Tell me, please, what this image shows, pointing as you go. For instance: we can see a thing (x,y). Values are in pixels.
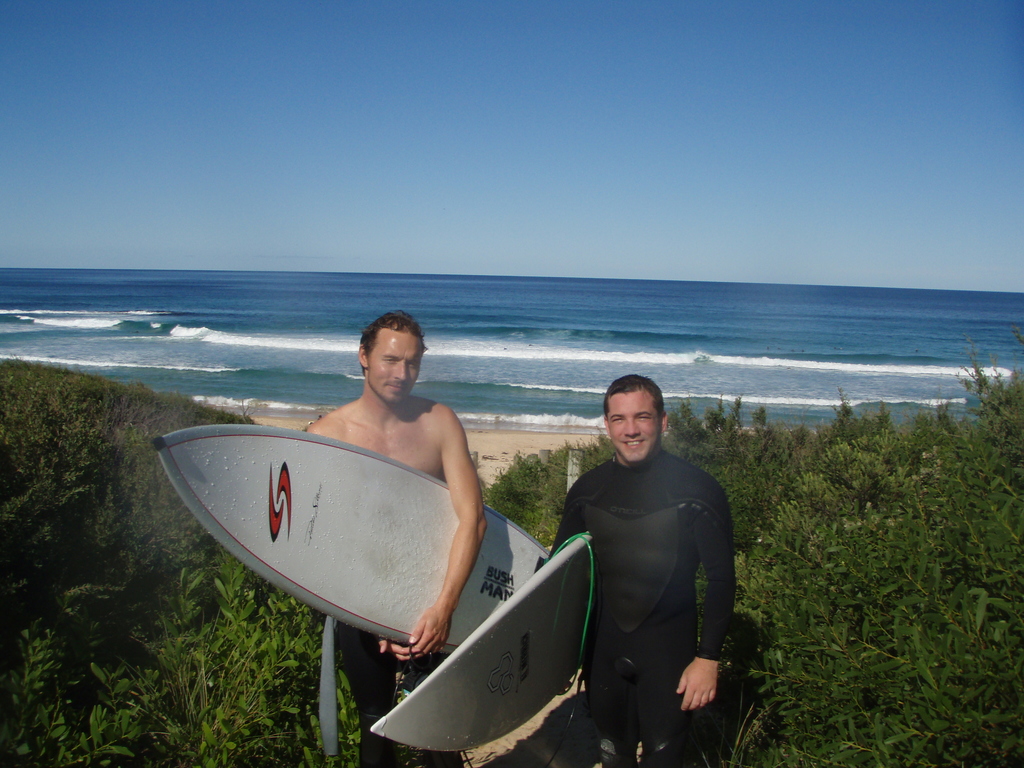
In the image we can see there are lot of greenery (841,558) and on the other side there is a beach (525,440) and there is a sea (603,316) and in front (668,520) there are two men (459,483) who are holding surfing boards (374,589).
